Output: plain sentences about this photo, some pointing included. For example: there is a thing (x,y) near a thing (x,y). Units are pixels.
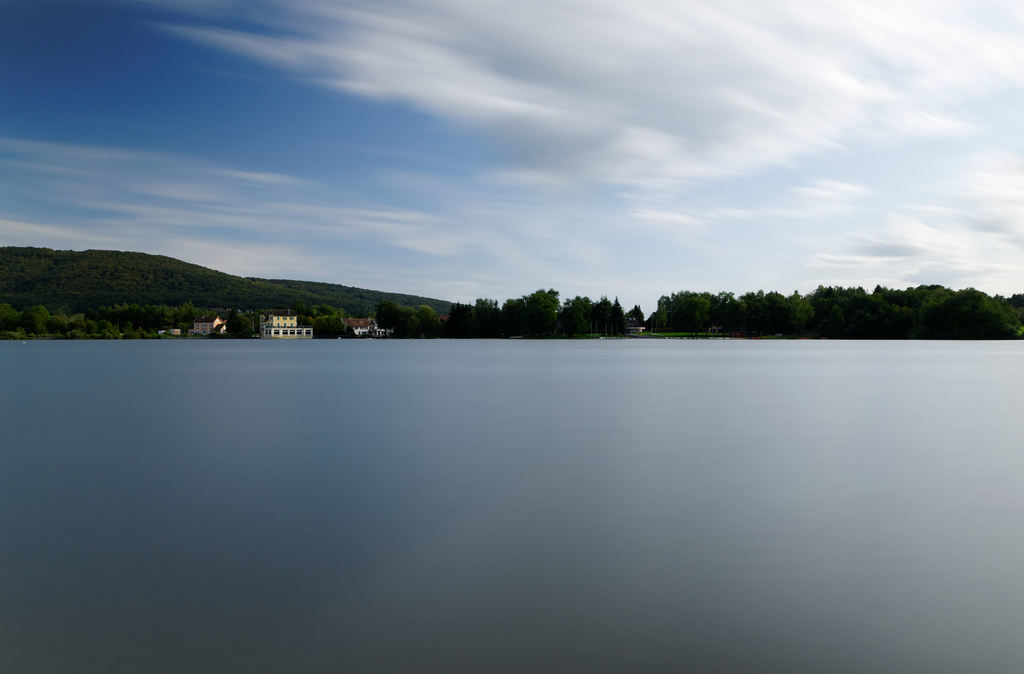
In this image I can see the water (481,449). In the background (287,330) I can see few buildings (290,326), few trees (582,306), a mountain (247,298) and the sky (406,153).
